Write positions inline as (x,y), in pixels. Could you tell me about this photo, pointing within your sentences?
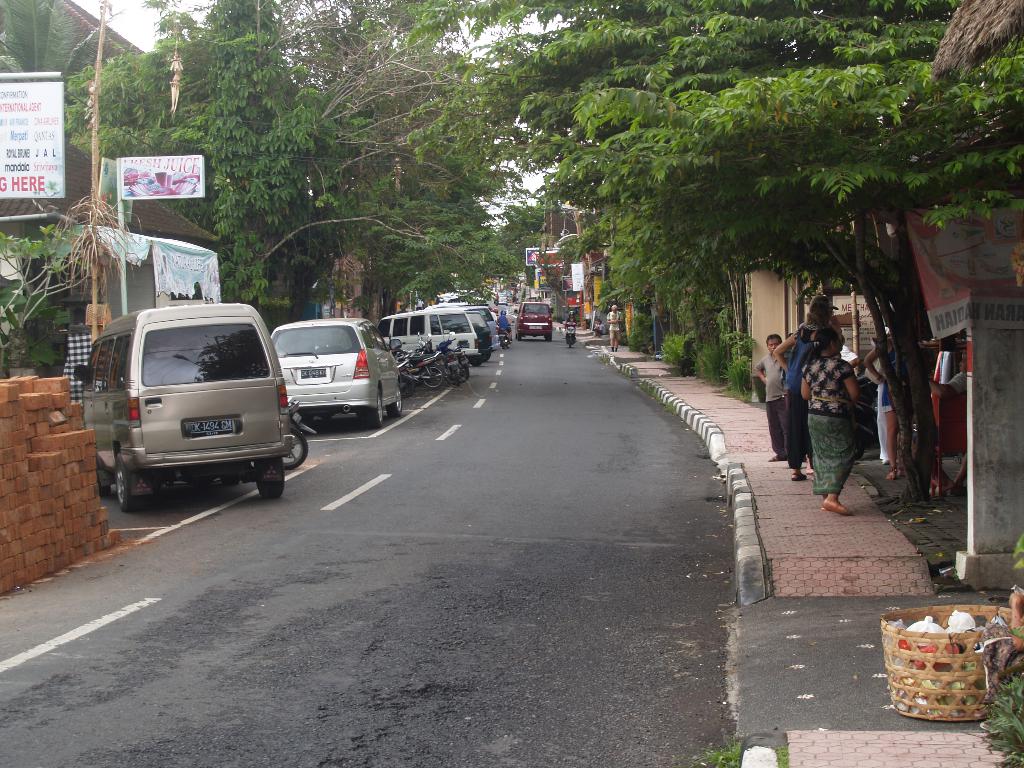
In the center of the image (522,327) we can see buildings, trees (430,189), boards (581,273), vehicles (290,387). On the left side of the image (63,448) we can see bricks (46,413), pole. On the right side of the image (937,664) we can see some persons (799,375), basket (942,651). At the bottom of the image (500,683) there is a road (422,701). At the top of the image (153,44) there is a sky (173,9).
